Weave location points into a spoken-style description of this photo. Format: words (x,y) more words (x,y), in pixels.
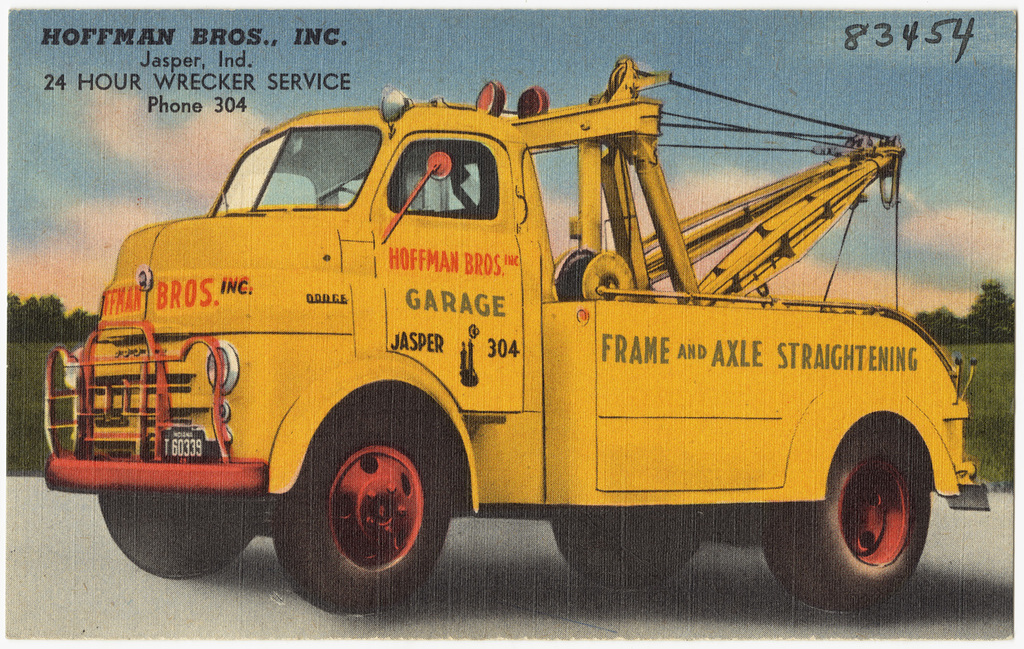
In this picture we can see a poster (542,557), here we can see a vehicle (807,570) on the road (481,567) and we can see trees (83,323), at the top (106,33) we can see some text (953,19).
